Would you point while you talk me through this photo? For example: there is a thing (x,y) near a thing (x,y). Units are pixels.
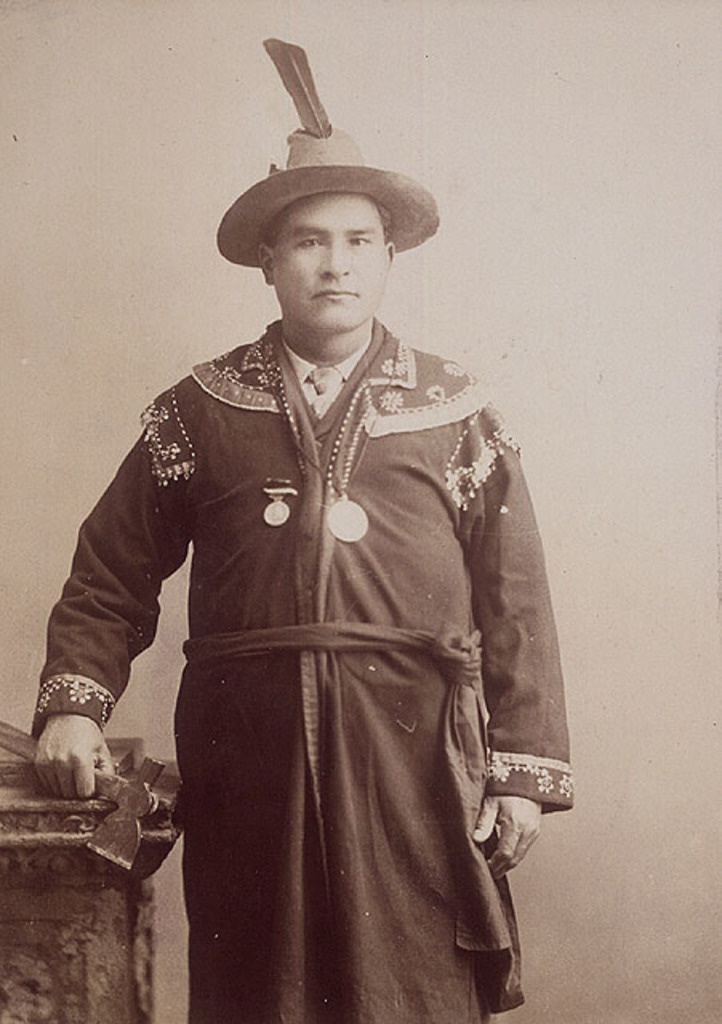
In this image we can see a person (317,800) standing and holding an object (118,843), in the background (175,151), we can see the wall (292,129).
